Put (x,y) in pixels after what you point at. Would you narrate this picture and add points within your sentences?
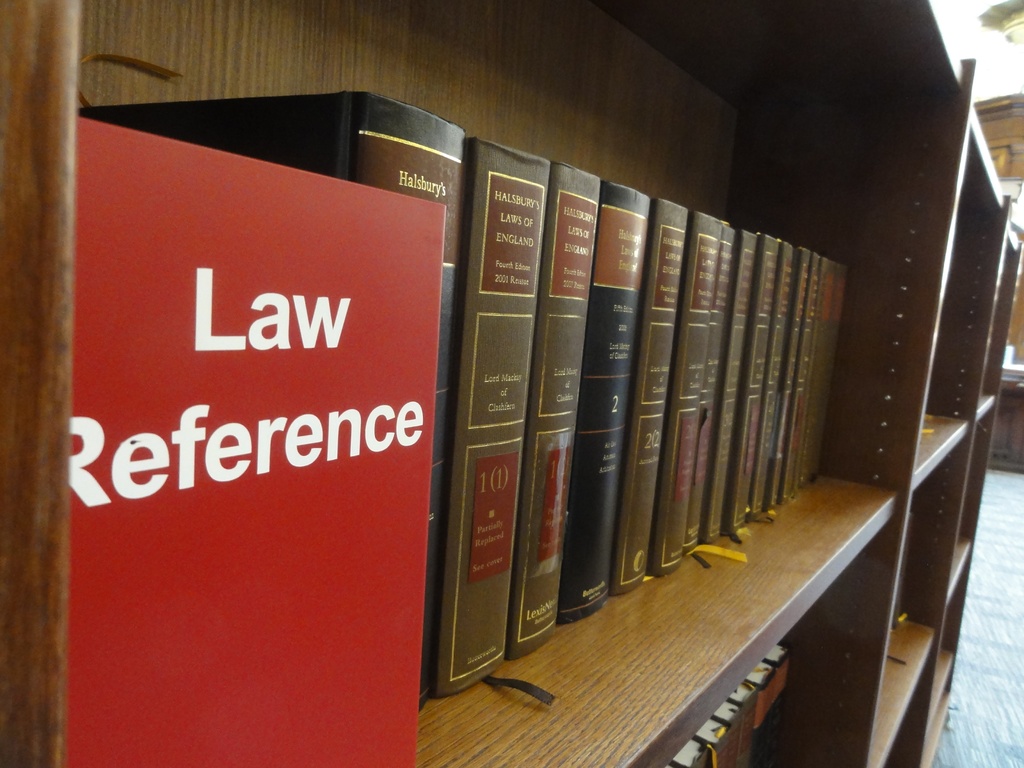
In this image, we can see a rack (965,358) contains some books (711,246). There is a board (265,494) on the left side of the image (213,390).
